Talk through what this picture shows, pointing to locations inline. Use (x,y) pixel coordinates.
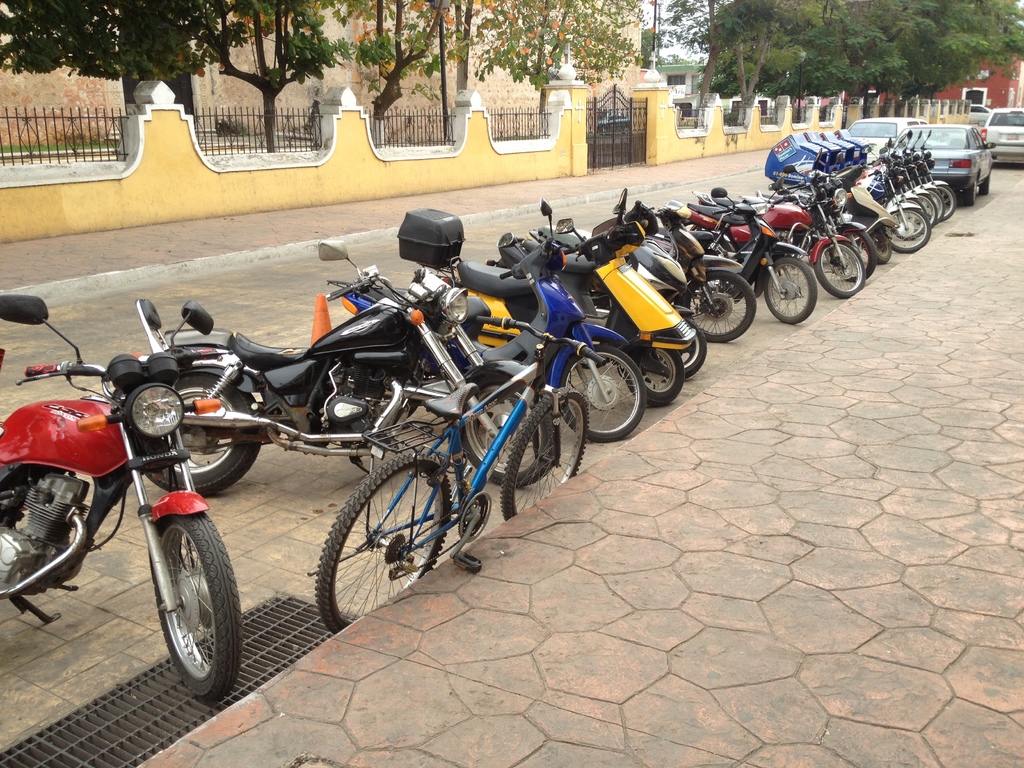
As we can see in the image there are motorcycles (552,351), bicycle (442,502), fence (321,170), gate (603,134), cars (989,131), buildings (629,85), trees (881,27) and sky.
